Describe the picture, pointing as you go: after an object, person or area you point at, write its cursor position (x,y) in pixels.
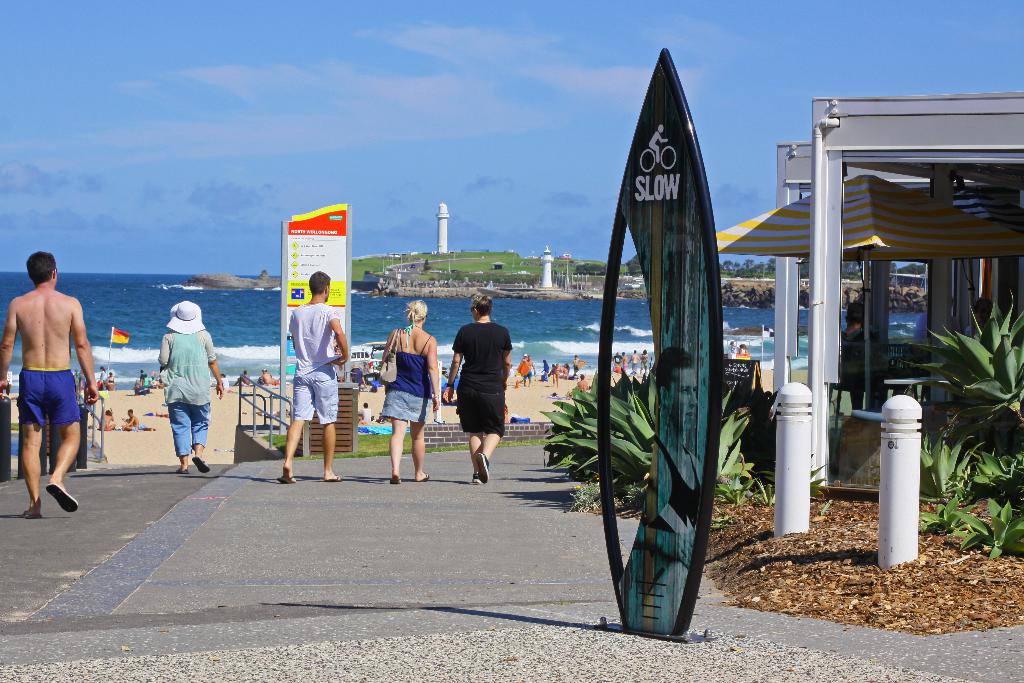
In the image we can see there are people (486,438) standing on the road (481,545) and there is a surfing statue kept on the ground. Behind there are people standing and lying on the ground (263,405) near the sea shore (11,409). There are 2 lighthouses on the ground (501,255) and there is a tent (867,241). There is a building (865,156) and there are plants (972,433) on the ground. There is a cloudy sky (332,147).
